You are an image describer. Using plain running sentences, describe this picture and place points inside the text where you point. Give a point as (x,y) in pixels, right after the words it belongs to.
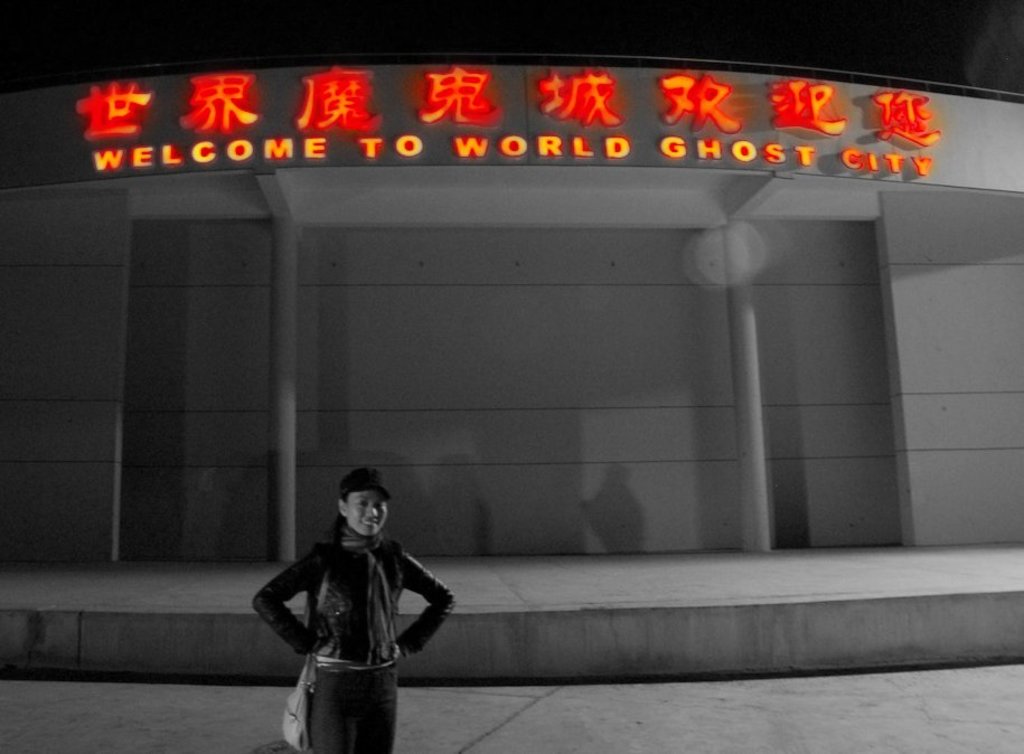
In this picture I can see a woman (320,652) standing and I can see smile on her face (381,524) and she is wearing a bag (303,697) and It looks like a building (577,293) in the back (855,483) and I can see text (444,109) on the wall (362,145).
